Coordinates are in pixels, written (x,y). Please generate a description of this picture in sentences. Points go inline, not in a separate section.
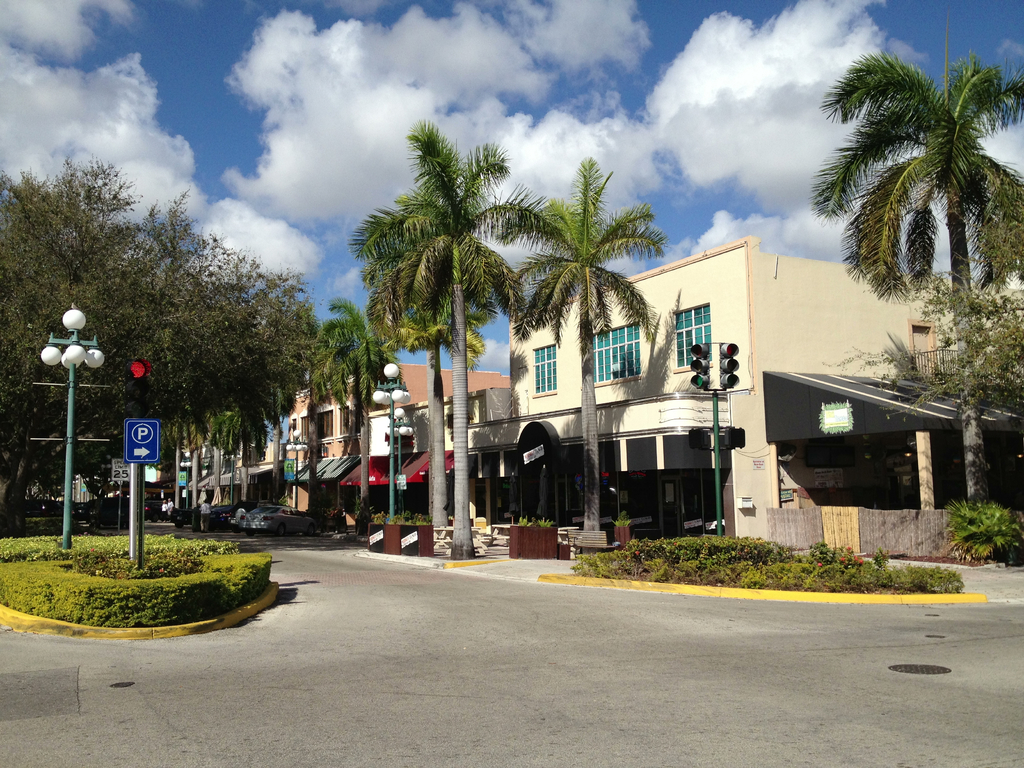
In this picture we can see few buildings (677,321), trees (260,304), poles (400,447) and lights (735,366), on the left side of the image (124,437) we can see a sign board (130,462), in the background (388,161) we can see clouds (334,130).
